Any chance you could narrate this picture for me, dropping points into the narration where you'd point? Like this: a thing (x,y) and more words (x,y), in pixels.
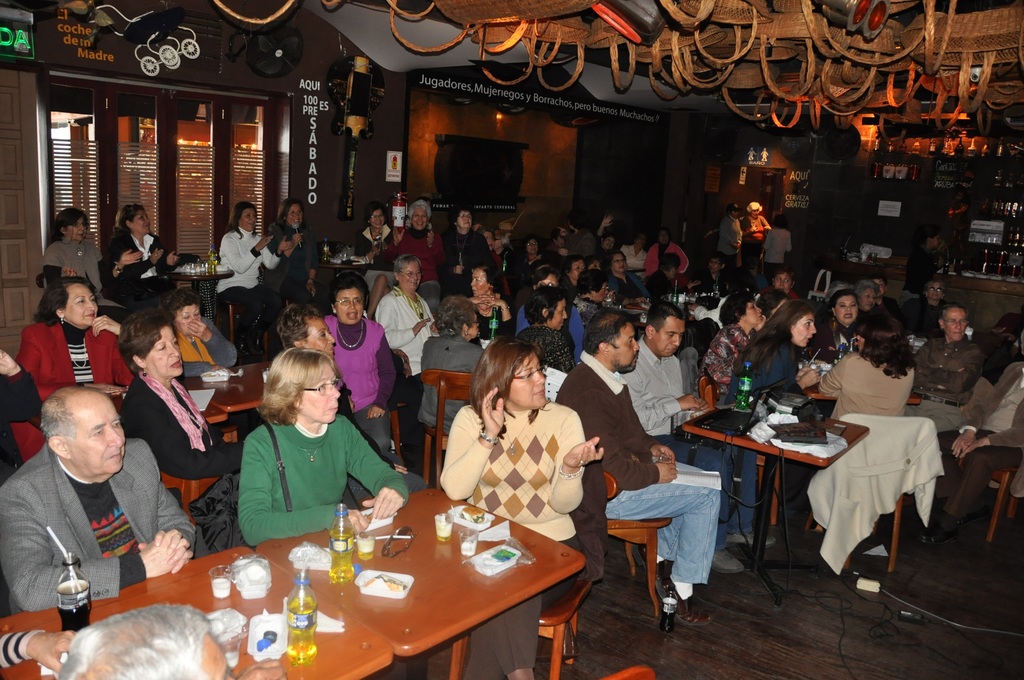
In this image I can see number of people (183,511) are sitting on chairs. I can also see few tables (413,519) and on these tables (453,503) I can see few bottles (306,600) and few more stuffs (778,412) on it.
